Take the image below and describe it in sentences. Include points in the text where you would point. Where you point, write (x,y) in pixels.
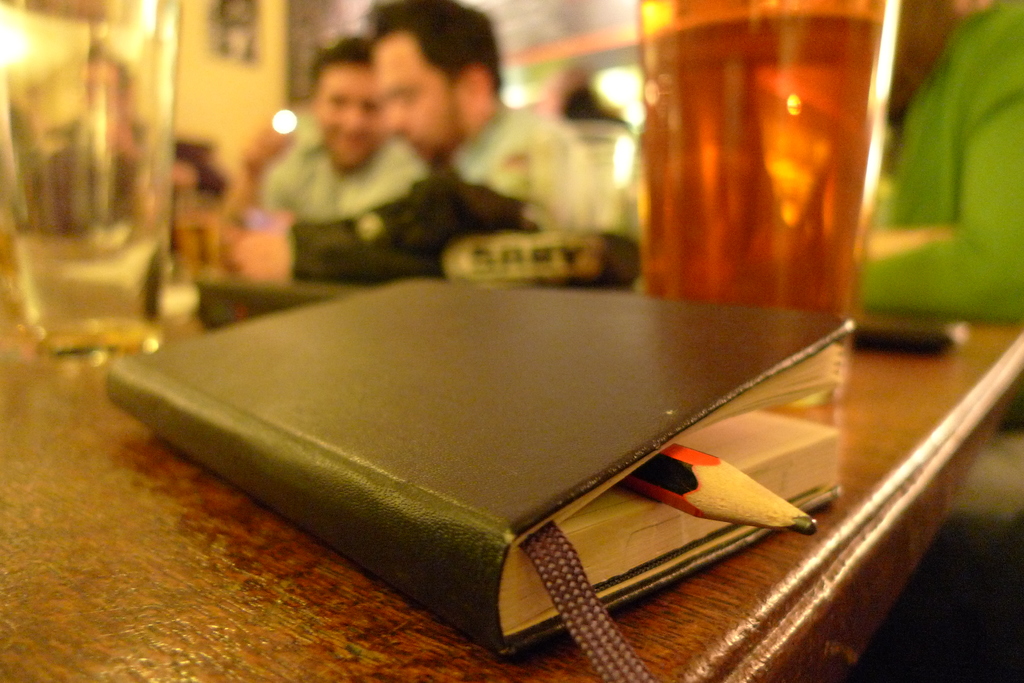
In this picture we can see two men (403,107) sitting in front of a table (915,361) and on the table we can see drinking glasses (687,154), a diary (734,392) and we can see a pencil (717,506) here. Background (253,88) is very blurry.
